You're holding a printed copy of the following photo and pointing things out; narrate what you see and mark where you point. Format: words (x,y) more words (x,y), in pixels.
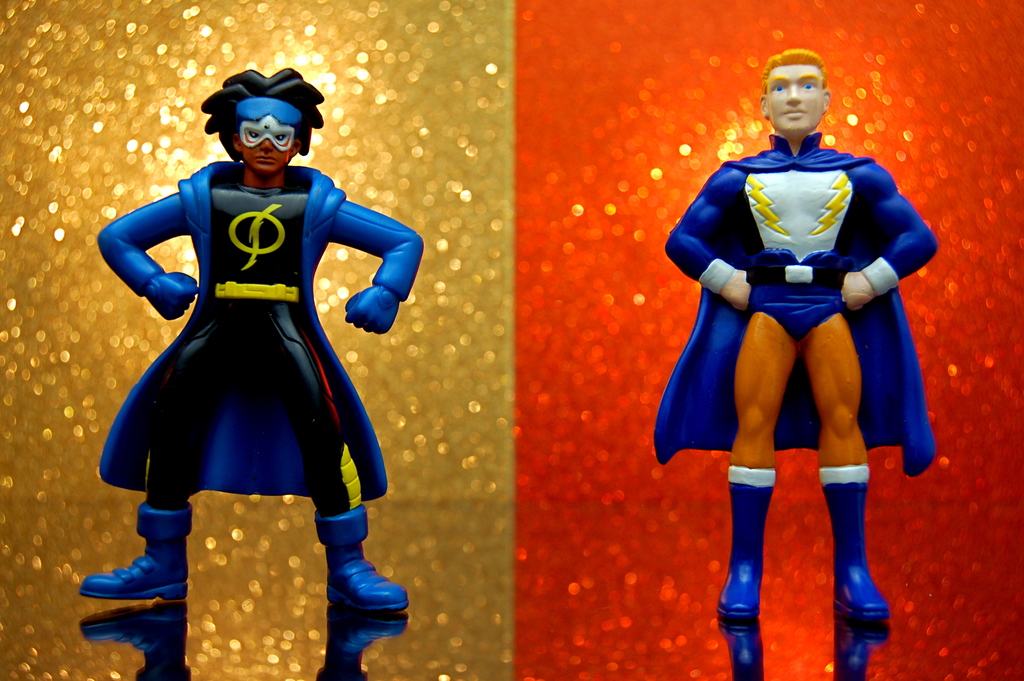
In this image I can see two toys (306,468). In the background (531,320) there are two colors. One is gold in color and the other one is red in color.
